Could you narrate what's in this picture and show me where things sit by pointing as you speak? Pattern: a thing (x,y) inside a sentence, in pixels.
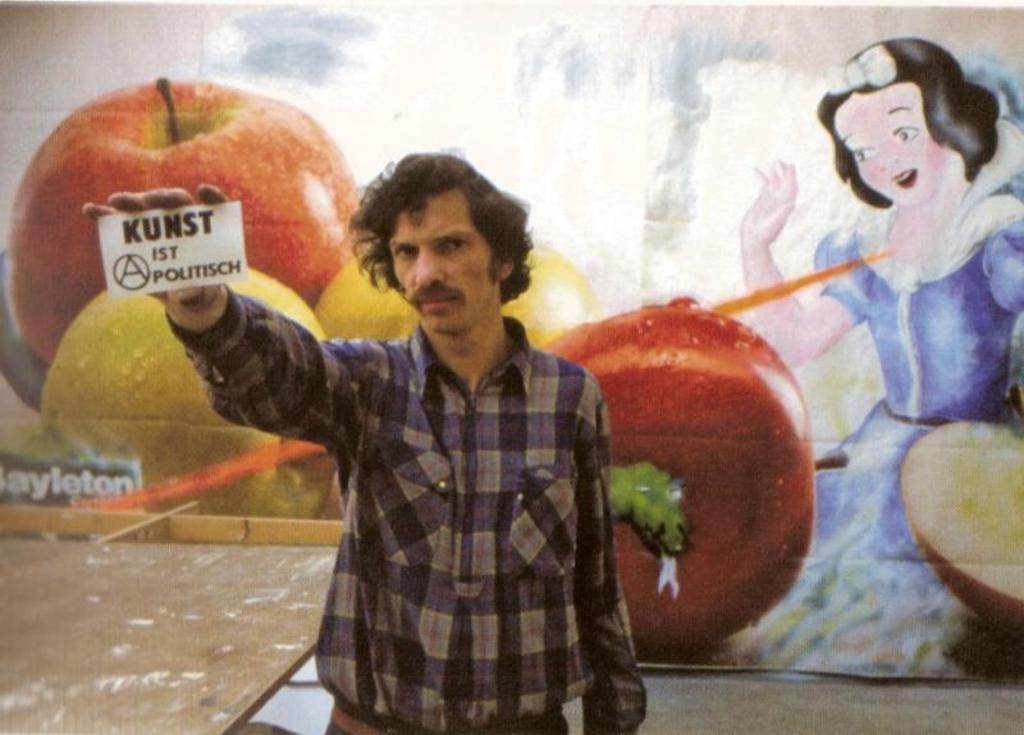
In this picture I can see a man (376,341) standing and holding a board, there is an wooden object (219,578), and in the background (661,137) there is a painting (715,289) of fruits (788,395) and a girl (830,261) on the wall (793,331).
